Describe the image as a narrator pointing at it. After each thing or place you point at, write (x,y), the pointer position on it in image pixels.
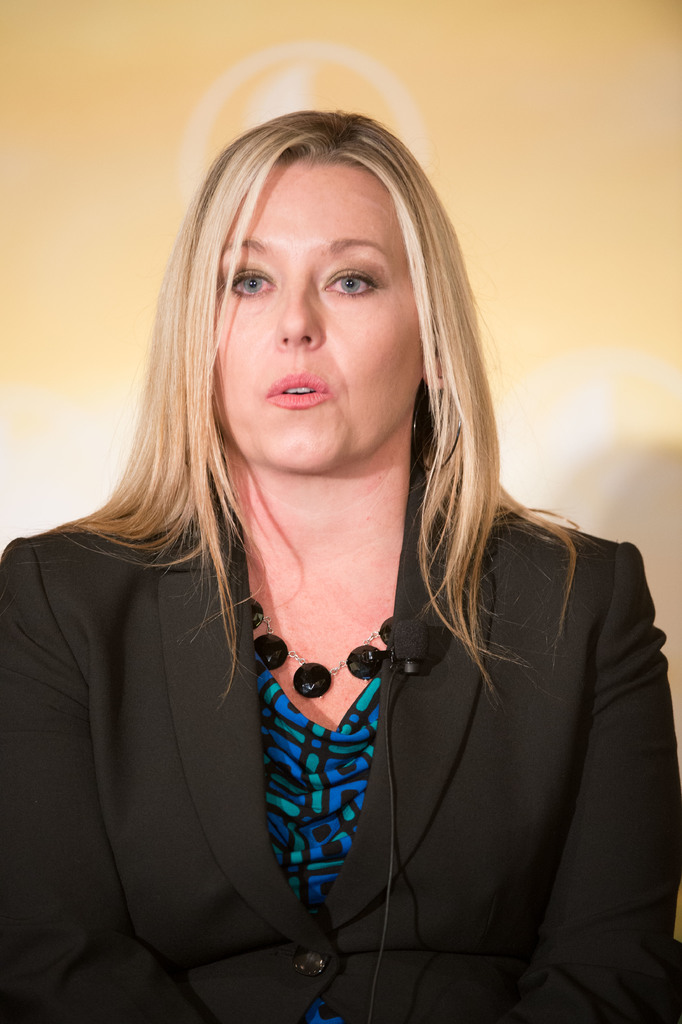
In this picture we can see a mic (407,634), wire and a woman (279,728) wore a blazer (560,669) and in the background (541,222) we can see the wall (541,67).
